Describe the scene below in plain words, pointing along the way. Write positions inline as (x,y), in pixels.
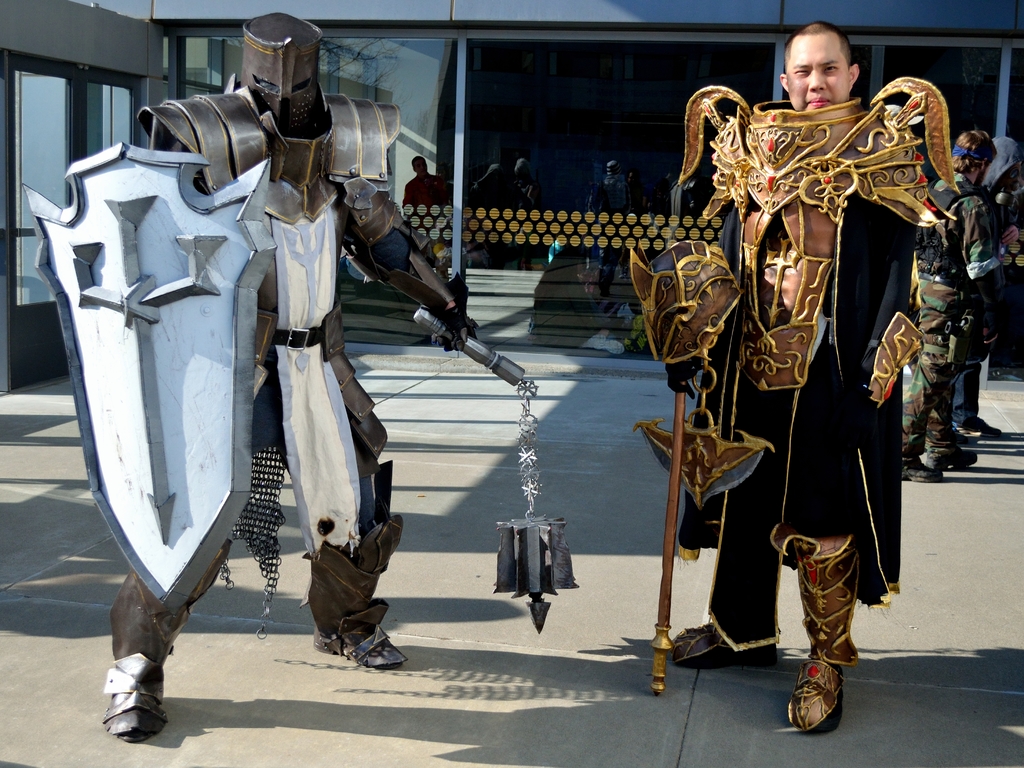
In this image there are two persons (757,347) standing on the floor (452,584) by wearing the costumes (760,343) of the super heroes. In the background (532,118) there is glass (528,128). On the right side (959,292) there are few people (968,275) standing on the floor (985,503).
